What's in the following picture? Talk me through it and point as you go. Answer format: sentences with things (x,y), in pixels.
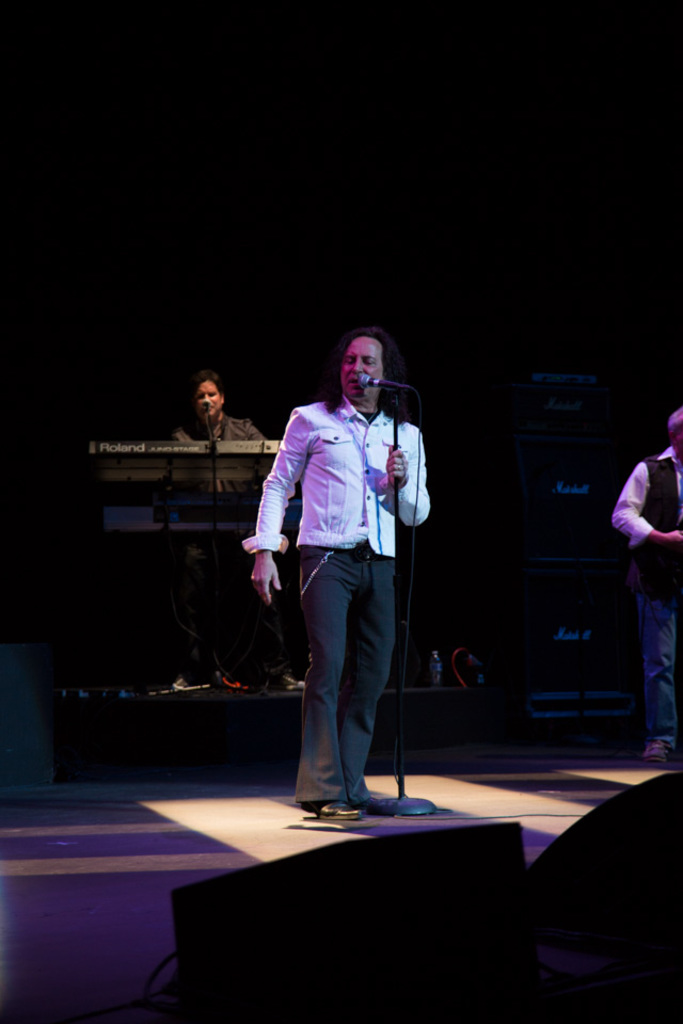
In this image, I can see a man (333,587) standing. This is the mic (396,385) attached to the mike stand (416,805). I can see a person (233,417) standing and playing piano (184,447). On the right side of the image (631,485), I can see a person (652,500) standing. This looks like an object (280,965), which is black in color.
